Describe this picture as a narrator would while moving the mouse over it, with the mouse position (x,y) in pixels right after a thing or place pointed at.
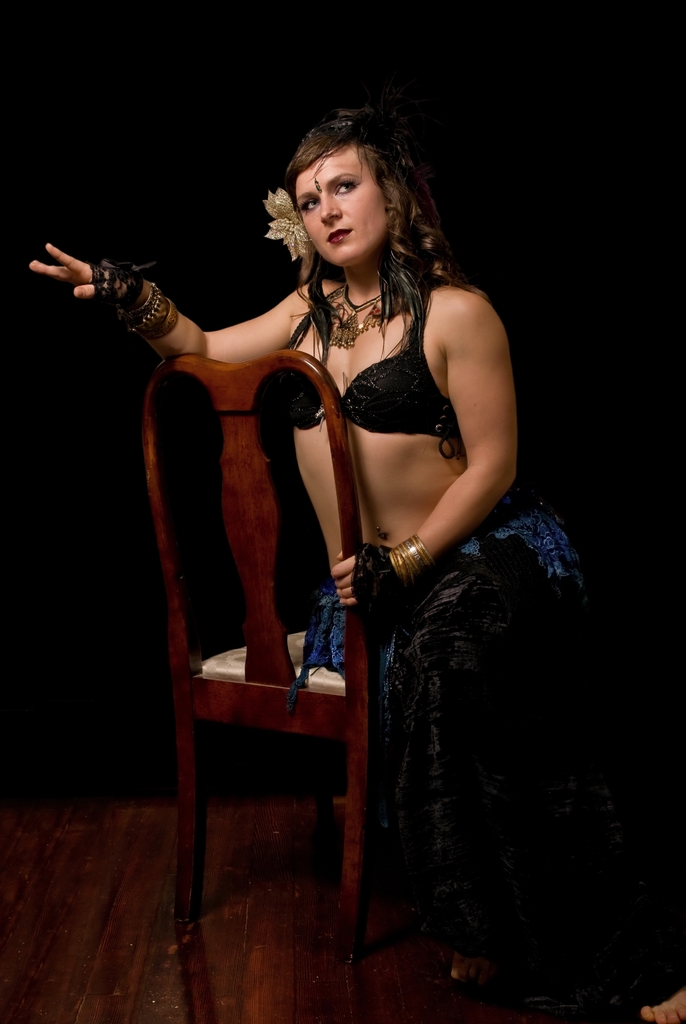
In this picture there is a lady (84,270) in the center of the image (376,342), she is sitting on a chair (337,393).
